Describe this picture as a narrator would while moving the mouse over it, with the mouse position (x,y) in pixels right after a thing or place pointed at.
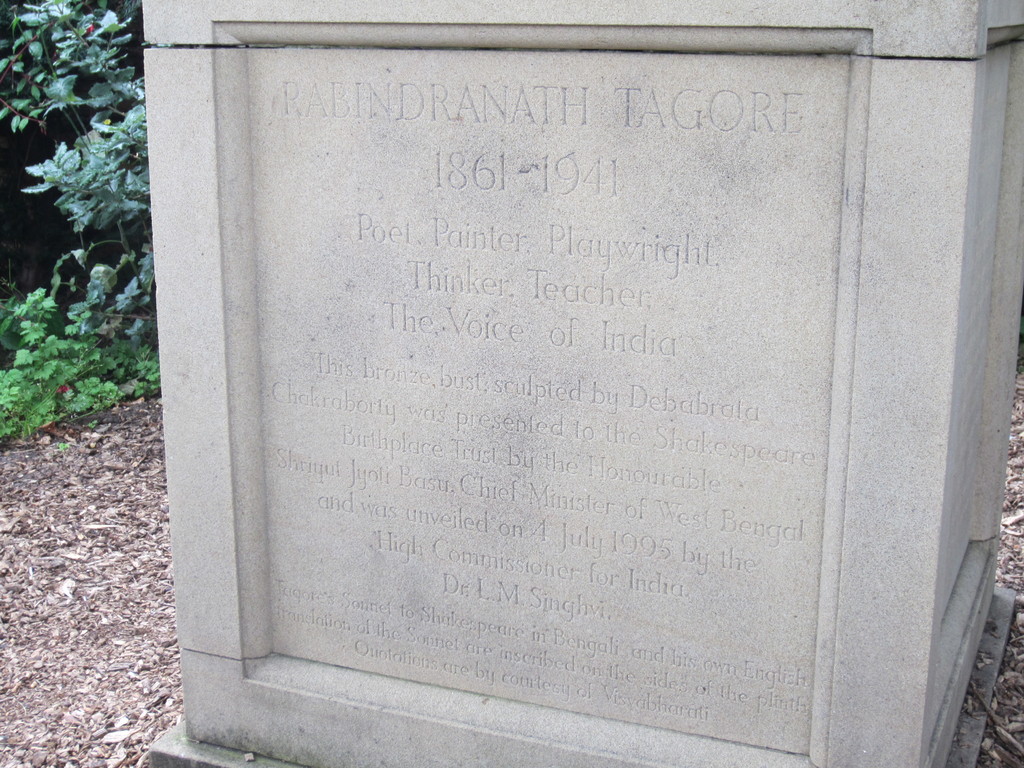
In the image there is a memorial stone (437,407) and behind the stone (554,419) there are plants (99,181).
